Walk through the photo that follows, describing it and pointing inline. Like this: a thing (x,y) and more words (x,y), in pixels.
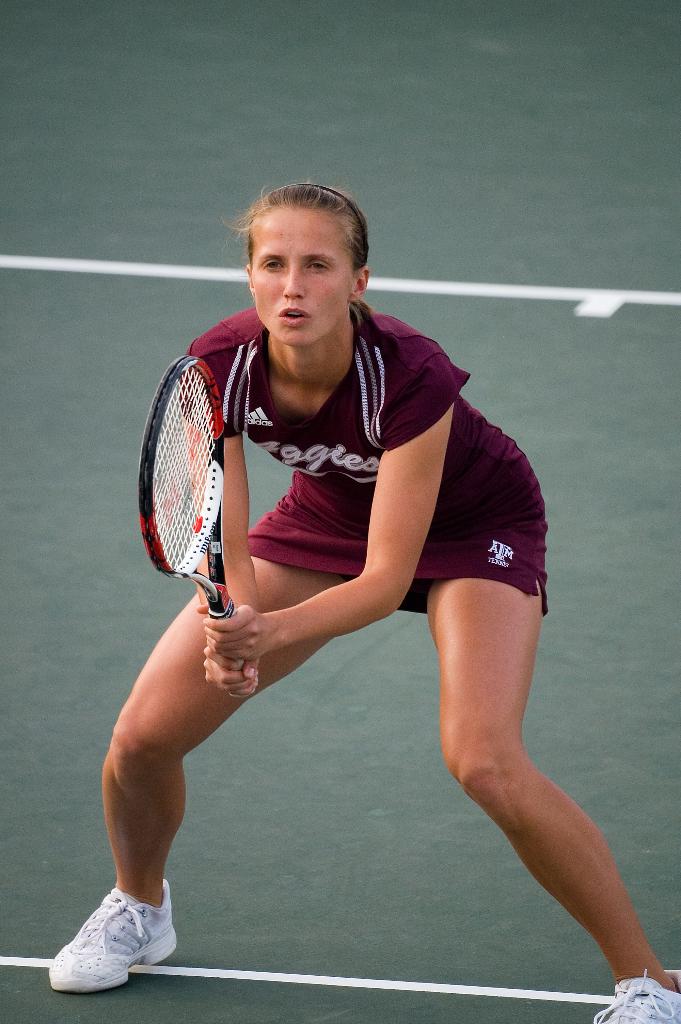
In this image we can see a woman (124,747) holding a racket (193,490) and standing in the court (585,416).
